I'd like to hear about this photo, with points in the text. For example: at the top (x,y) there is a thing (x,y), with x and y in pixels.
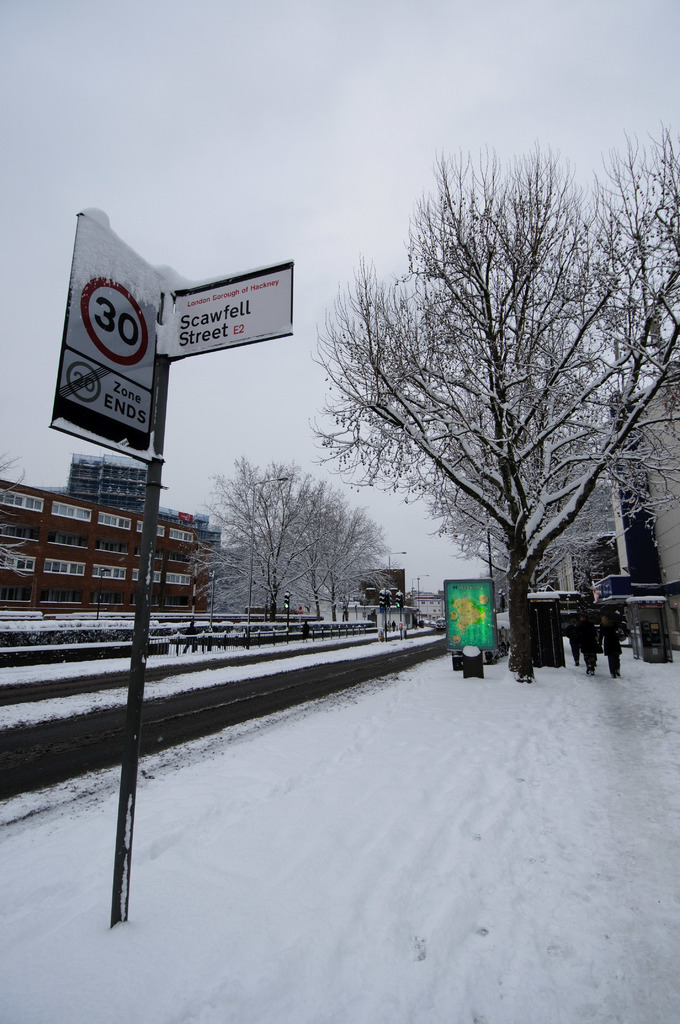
In this picture I can observe a pole (160,399) on the left side (152,521) to which two boards (121,336) are fixed. There is some snow (375,748) on the land (397,694). I can observe some trees (355,524) and buildings (24,521) in this picture. In the background (305,135) there is a sky (237,177).
